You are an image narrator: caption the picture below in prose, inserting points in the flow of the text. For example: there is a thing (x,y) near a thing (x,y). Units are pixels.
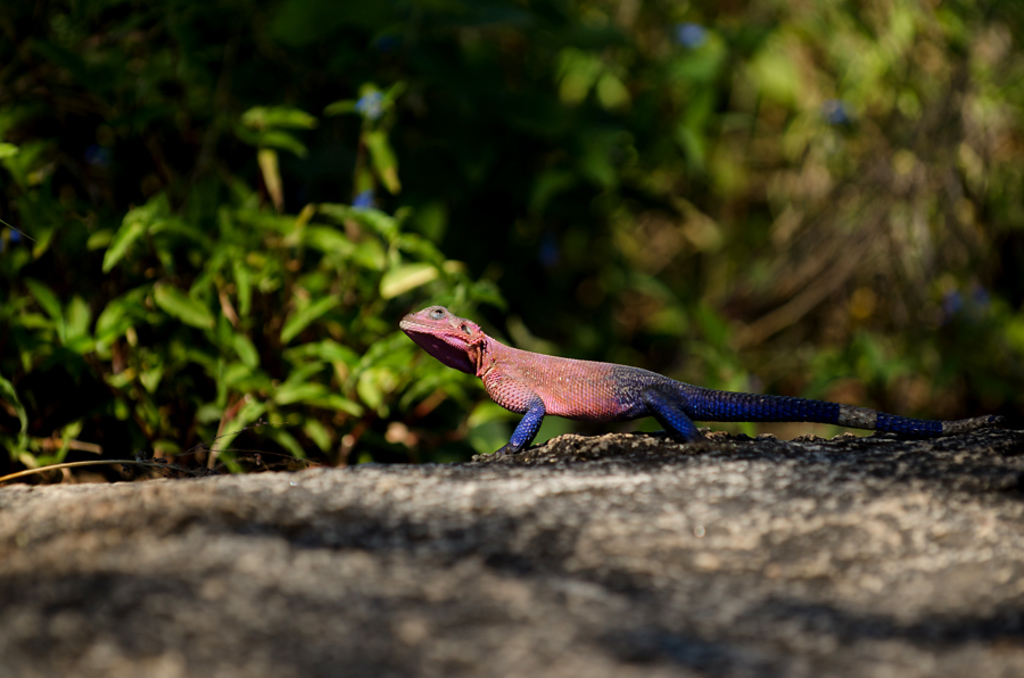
We can see reptile (530,409) on the surface (503,461). In the background (461,51) it is green and blur.
